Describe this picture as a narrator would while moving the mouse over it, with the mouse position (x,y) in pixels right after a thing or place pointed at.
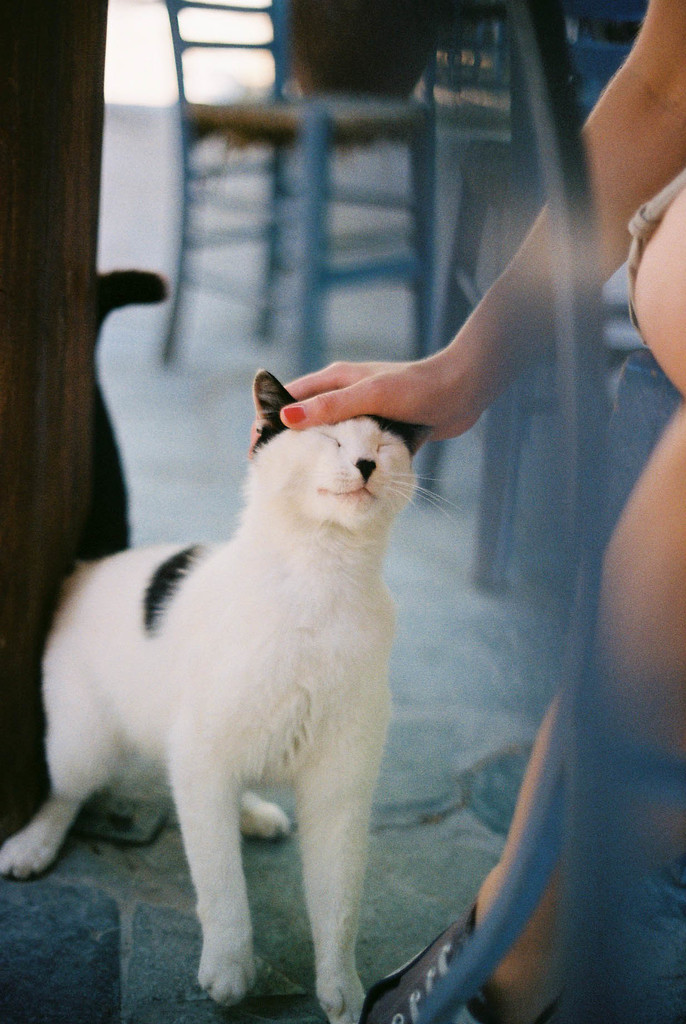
In the middle of the image (259,383) we can see a cat (270,379). At the top of the image (641,0) there are some chairs (519,112), on the chair (582,188) a person (612,153) is sitting and petting cat (112,510).
